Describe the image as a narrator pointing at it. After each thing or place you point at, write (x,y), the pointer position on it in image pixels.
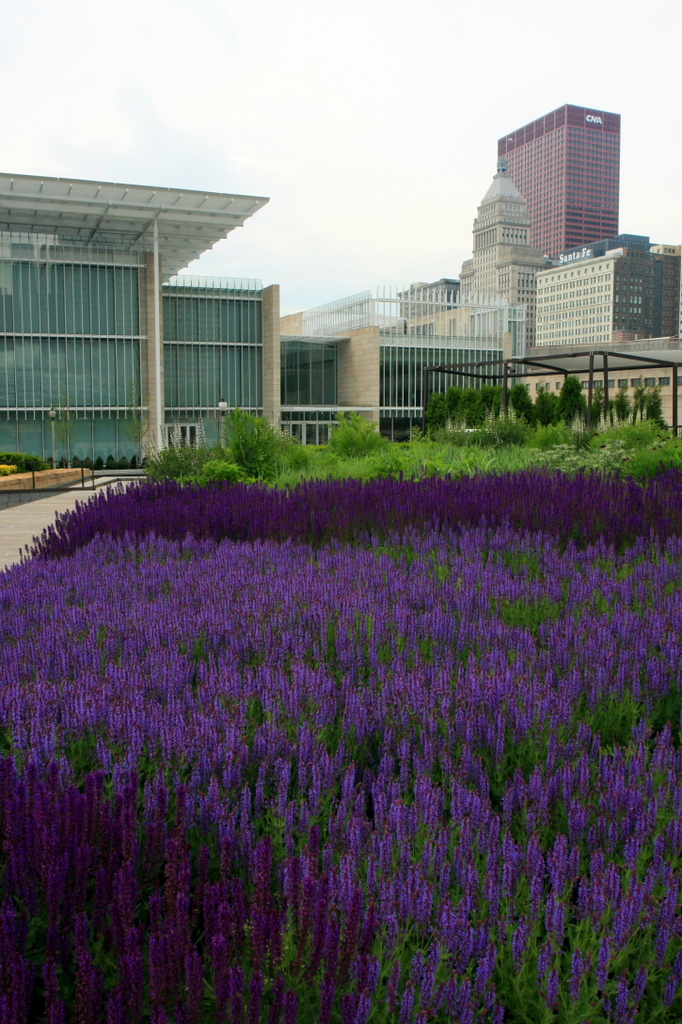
In this image at the bottom (192,860) there are some plants (340,618) and flowers (6,588), and in the center (381,379) there are some buildings (411,379). And at the top (269,75) there is sky (271,225), and on the left side (6,539) there is a walkway (44,525).
